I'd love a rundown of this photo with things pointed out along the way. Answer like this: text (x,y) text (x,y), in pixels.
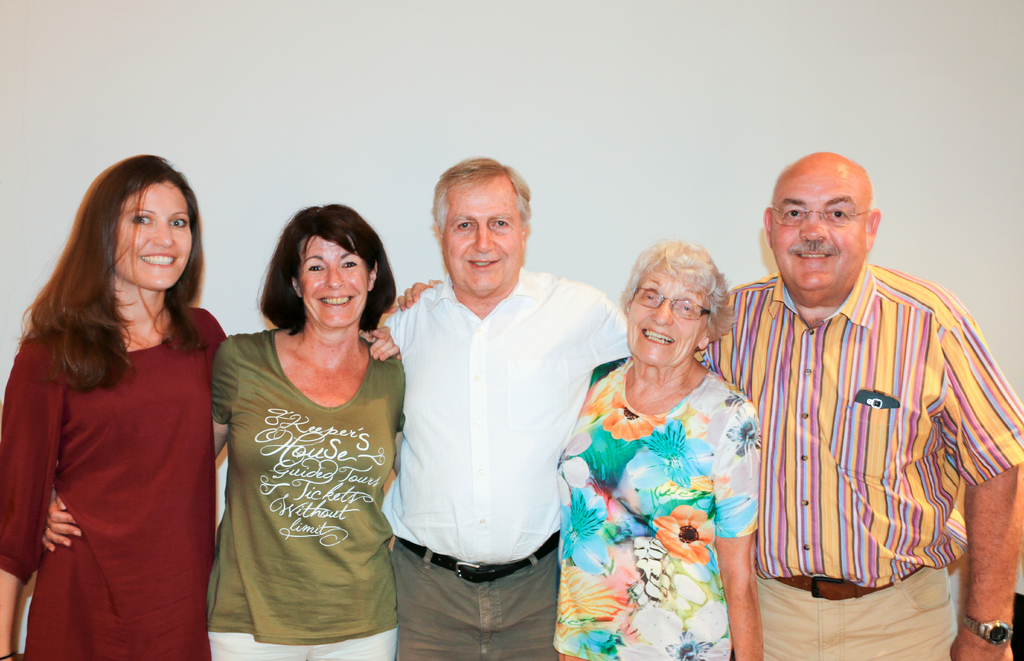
In this image in the middle (519,336) there is a man (497,383), he wears a white shirt (429,513), trouser (478,596) and belt (486,578), he is smiling. On the right (783,484) there is a man (843,406), he wears a shirt (839,466), trouser (864,613), belt (843,583), he is smiling and there is a woman (674,417), she wears a dress (672,477), she is smiling. On the left (232,398) there is a woman (286,414), she wears a t shirt (284,591), trouser (310,647), she is smiling and there is a woman (130,442), she wears a red dress (127,509), she is smiling. In the background (243,219) there is a wall (428,180).
